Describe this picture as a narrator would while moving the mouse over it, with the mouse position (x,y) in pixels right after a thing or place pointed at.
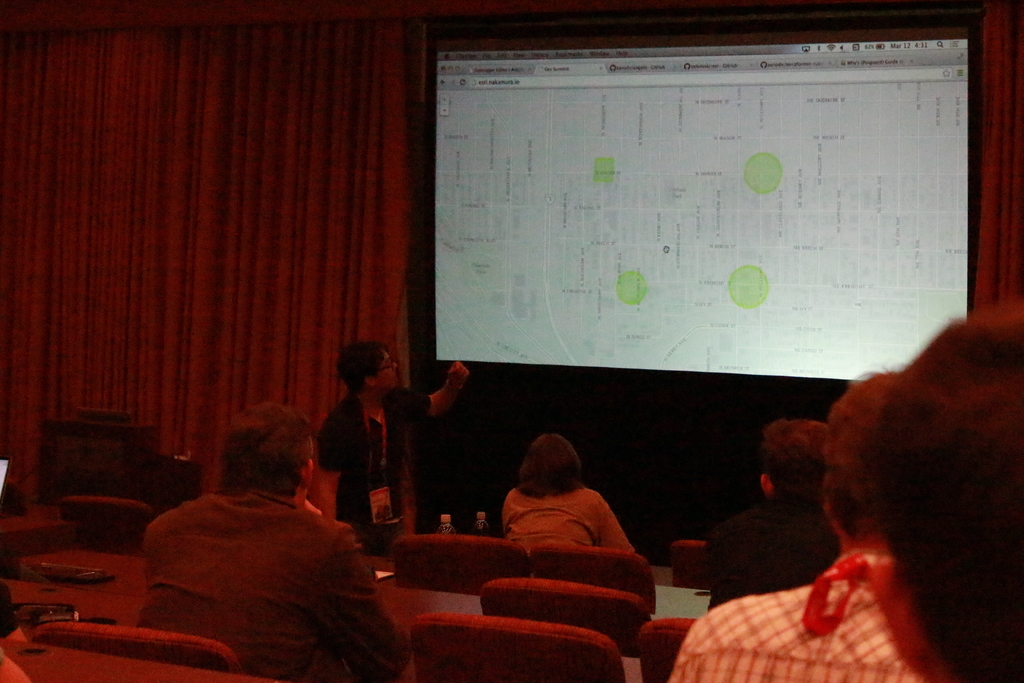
In this image there are persons (330,552) sitting and standing and there are empty chairs (498,628), there are bottles (479,531) on the table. In the background (436,268) there is a screen (677,287) and there is a curtain (215,257) which is red in colour and there is a podium (129,463).
